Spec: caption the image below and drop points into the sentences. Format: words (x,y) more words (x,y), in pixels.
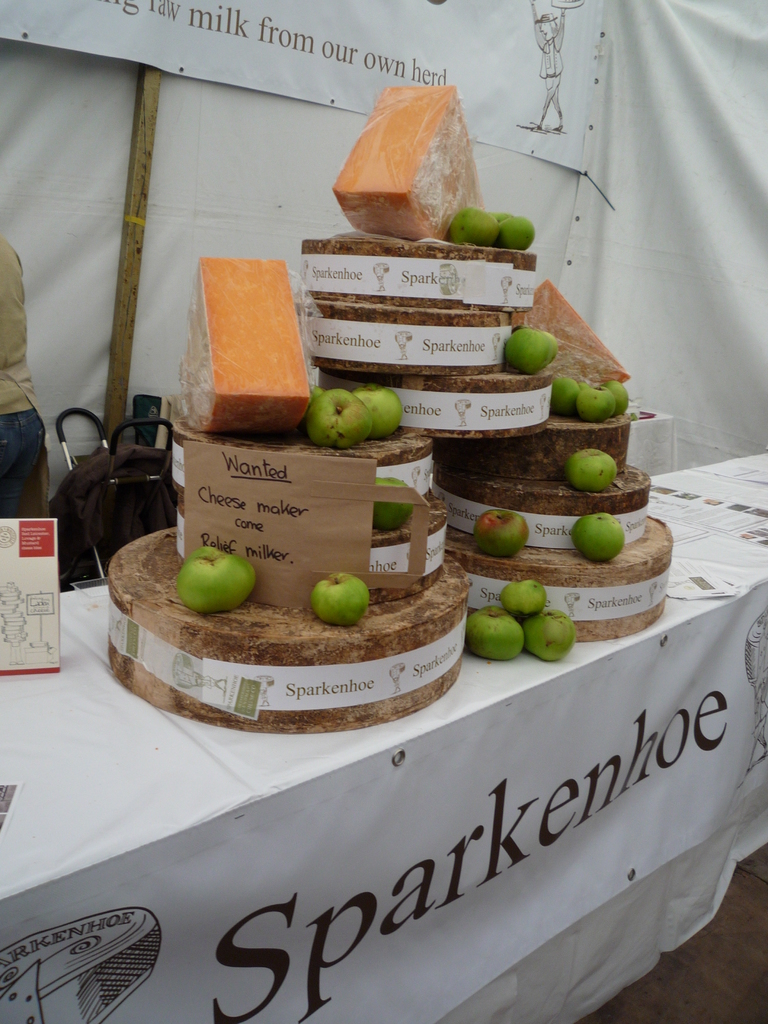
In this image we can see a group of apples (525,352), cheese (541,454), papers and the boards (364,579) with some text (428,555) on them which are placed on a table (383,731). We can also see a banner (580,784) with some text (594,789) on it, a bag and a person (5,504) standing.
